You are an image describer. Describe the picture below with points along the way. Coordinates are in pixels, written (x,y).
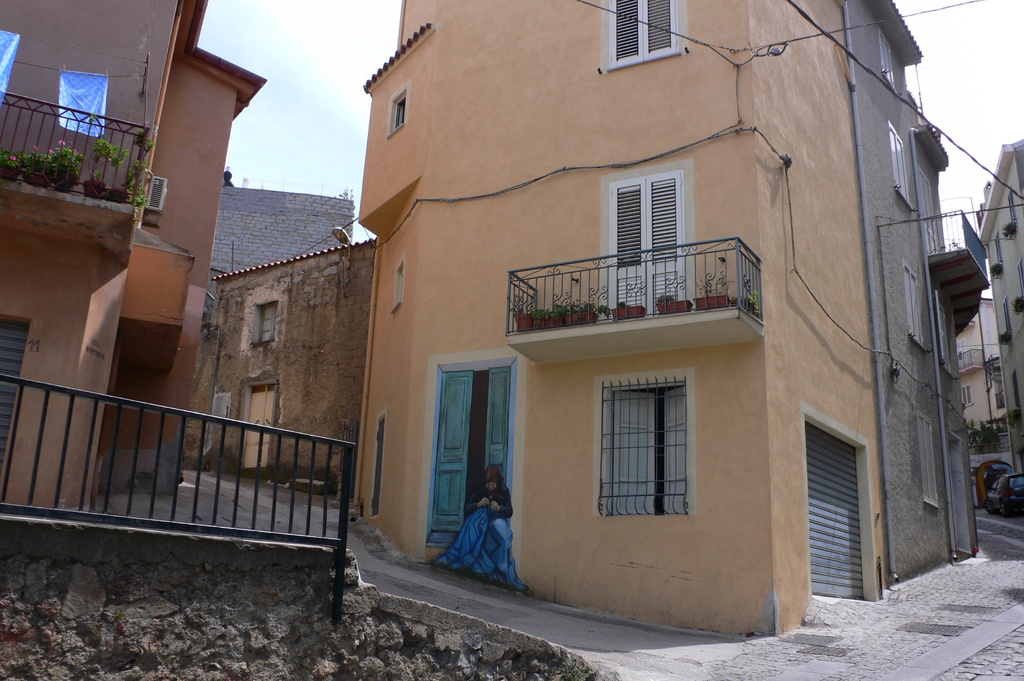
In this picture there is a brown color building (576,365) with balcony (586,331) and black grill (556,295). On the bottom side of the building (448,498) there is a woman (488,475) sitting at the door (431,531) and stitching blue color cloth (477,533). Beside there is a black fencing railing (274,523) and behind we can see small houses (285,323).
